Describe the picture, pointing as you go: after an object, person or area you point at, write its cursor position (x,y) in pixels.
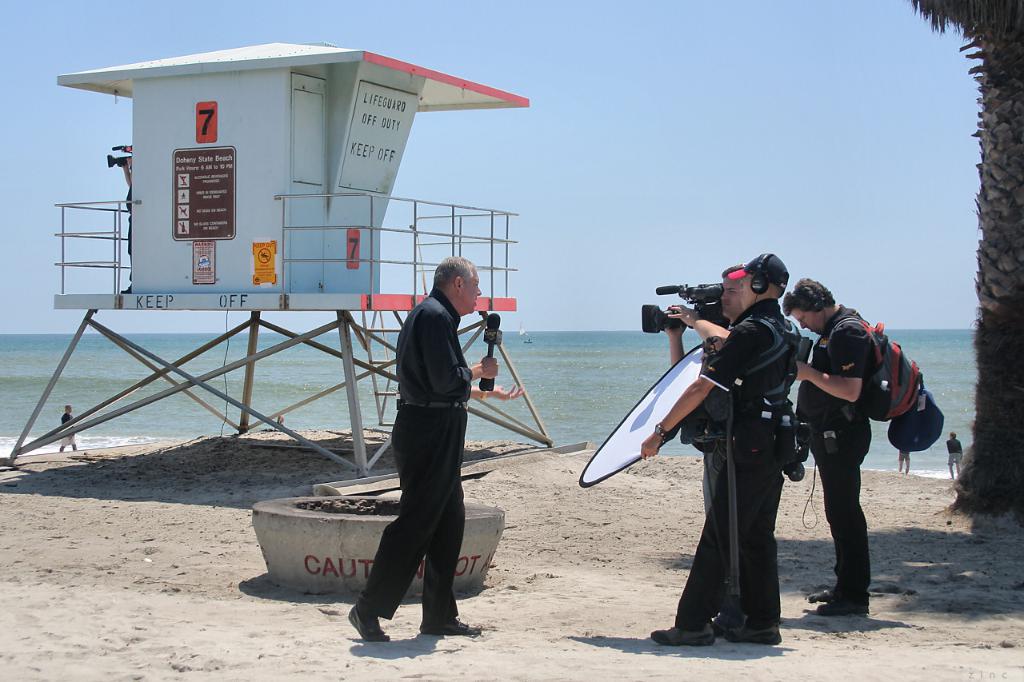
In this image, there are a few people (453,510). Among them, we can see a person (432,569) holding a microphone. We can see the ground (544,658) with an object (420,575). We can also see a sea house (239,326). We can see some boards (194,156) with text (194,156). We can see some water (966,377). We can see the trunk (1008,348) of a tree (1008,503) on the right (1005,472). We can see the sky (606,307).
